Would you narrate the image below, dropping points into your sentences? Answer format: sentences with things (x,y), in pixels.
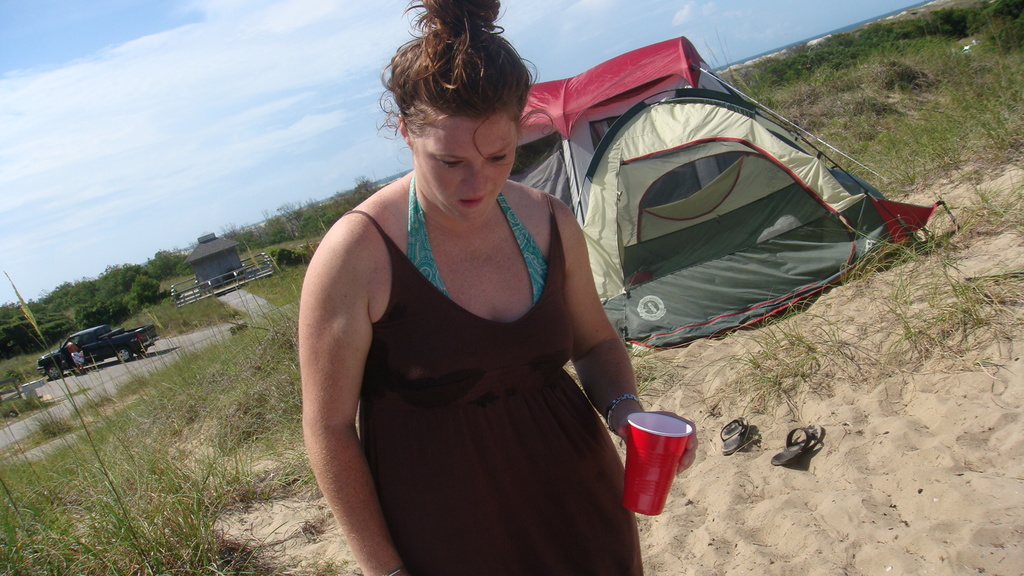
In front of the image there is a person (581,447) standing on the sand (745,473) and she is holding the glass (682,442). Beside her there are flip flops (739,422). At the bottom of the image (248,440) there is grass (161,383) on the surface (847,405). There are tents (785,185). There is a car (142,337) on the road (21,428). In the background of the image (224,269) there is a house (211,270). There are railings (236,281). There are trees (11,321). At the top of the image (269,84) there is sky (215,120).
